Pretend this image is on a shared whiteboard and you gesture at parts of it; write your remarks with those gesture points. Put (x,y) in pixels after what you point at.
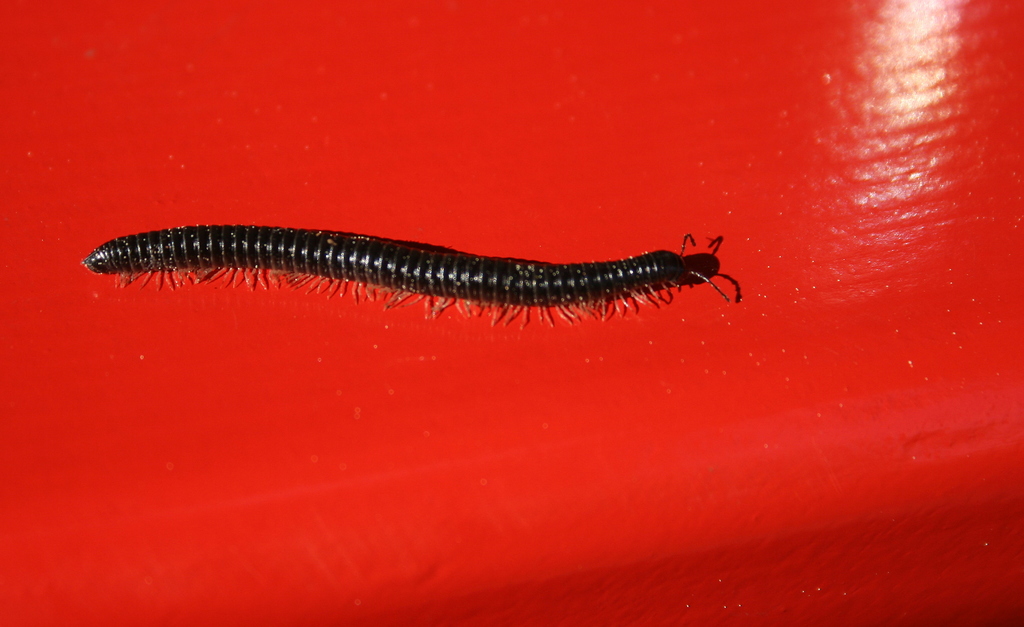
In the center of the image (369,265) we can see a millipede (260,251) on the surface (528,355).
